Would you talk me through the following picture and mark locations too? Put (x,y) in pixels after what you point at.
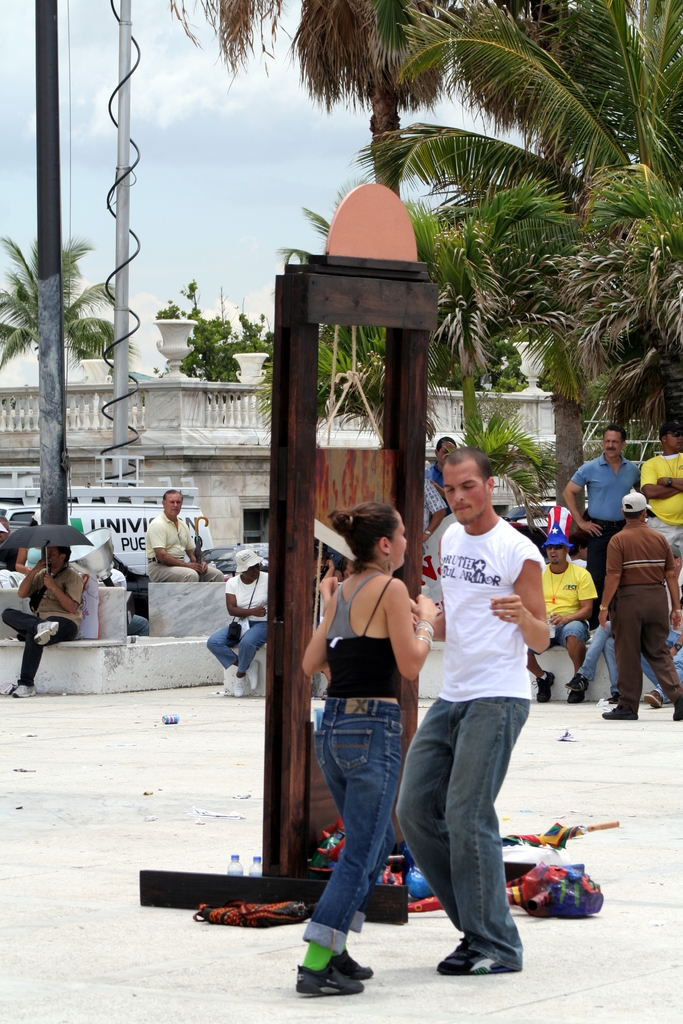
In this image there is a man (451,708) and a woman (360,791) dancing on the floor (252,959). Behind them there is a wooden frame (292,466). Beside the frame (280,889) there are bags (262,910) and bottles (235,871) on the floor (246,855). Behind the frame (235,898) there are people (186,549) sitting. In the background (87,430) there are buildings (238,401) and trees (499,110). At the top (240,130) there is the sky (240,159). To the left (128,326) there are poles (128,326).
